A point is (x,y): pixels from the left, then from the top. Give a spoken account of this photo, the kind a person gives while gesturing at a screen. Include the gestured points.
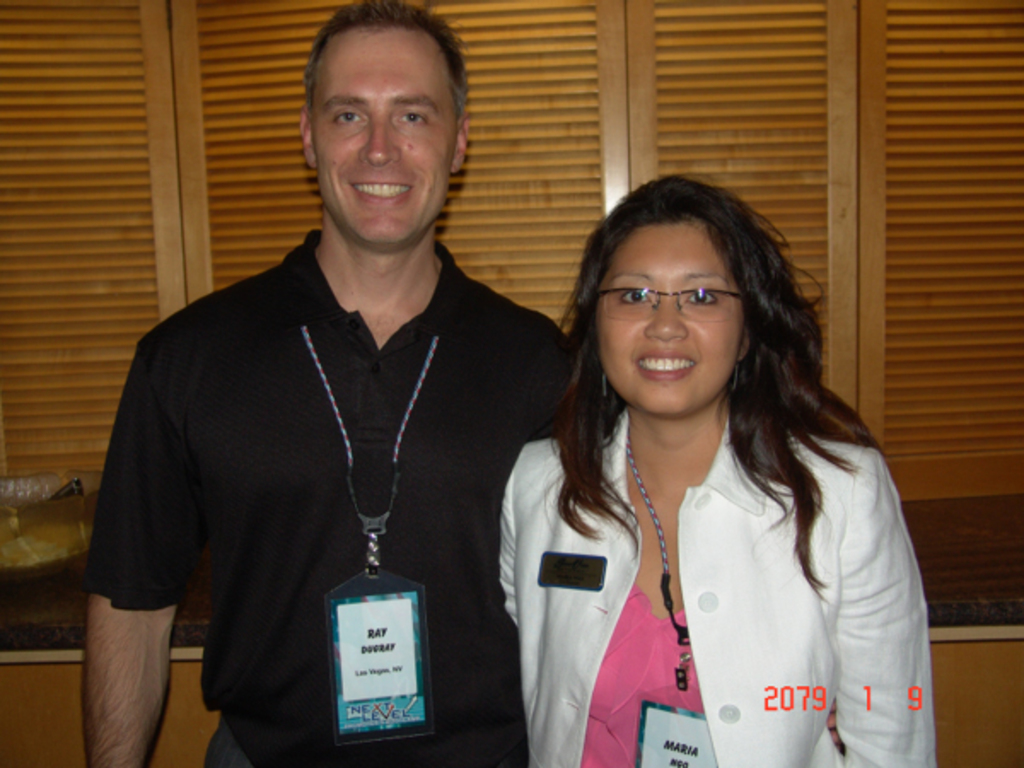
In the image I can two people (468,717), among them a lady (646,545) is wearing the jacket (699,563) and they are wearing the tags (659,752).
